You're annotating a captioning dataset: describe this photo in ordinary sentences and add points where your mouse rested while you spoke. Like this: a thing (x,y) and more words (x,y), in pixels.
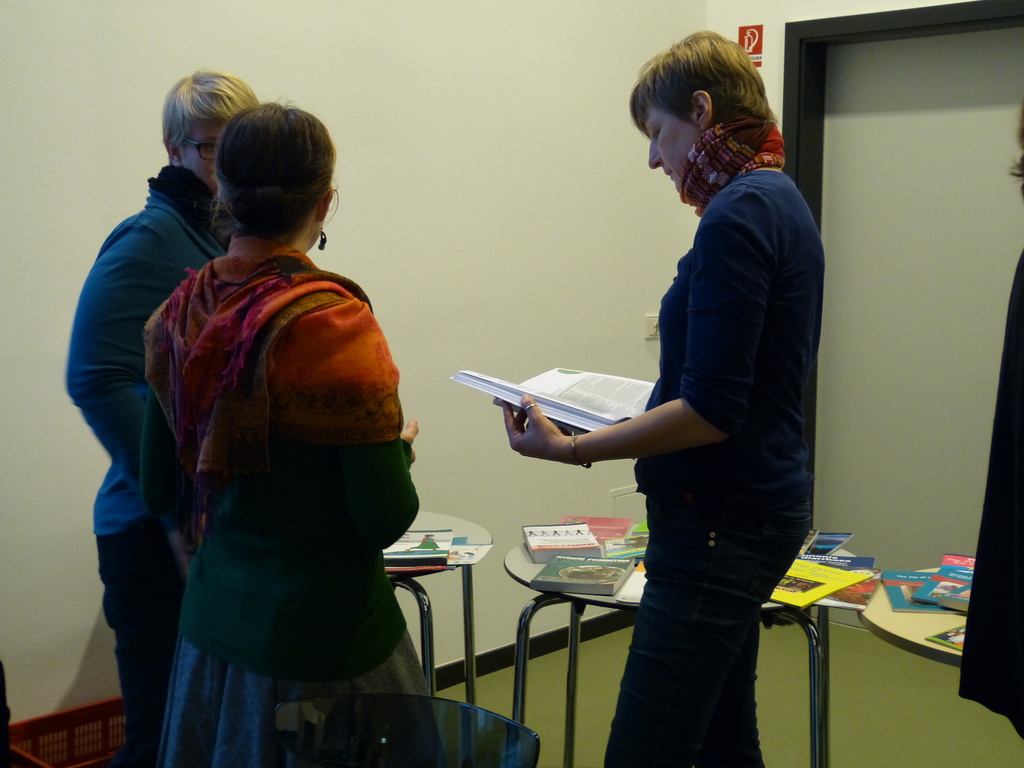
In this image we can see three people (688,345) standing in a room (642,375) and a person (716,224) holding a book (602,413) and there are some books (597,584) on the table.
